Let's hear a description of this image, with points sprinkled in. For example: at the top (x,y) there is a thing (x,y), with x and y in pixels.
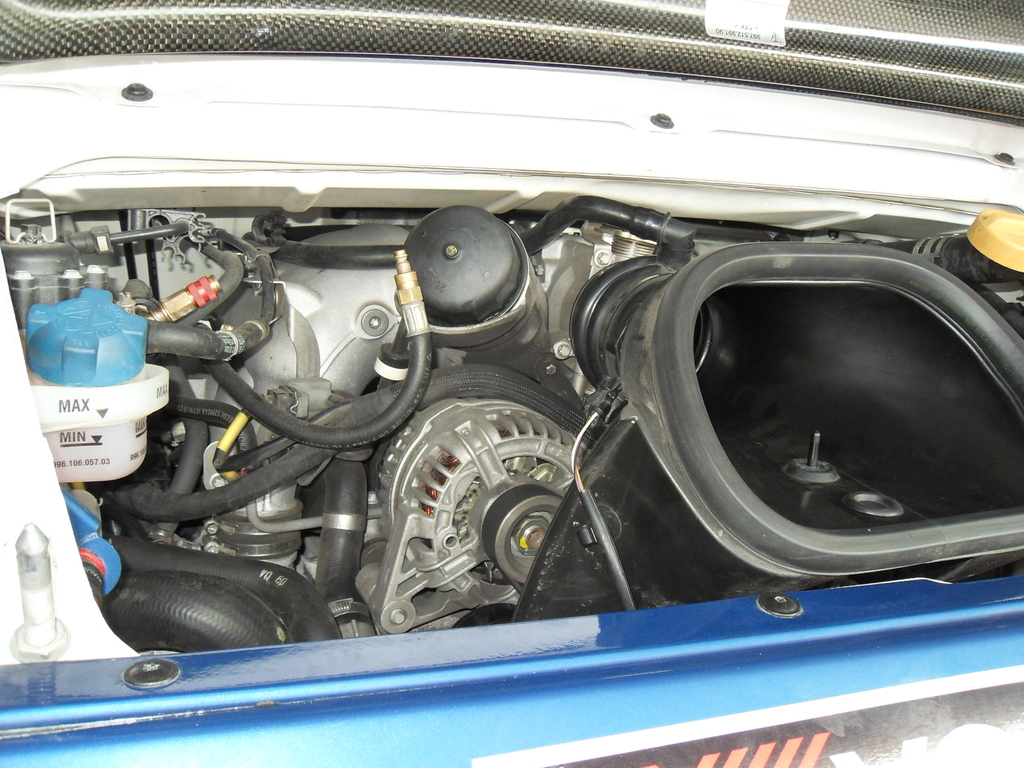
In the image there is a coolant (103,366), black tubes (211,556), alternator (436,448) and air box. At the bottom of the image (786,731) there is a blue panel (778,715).
